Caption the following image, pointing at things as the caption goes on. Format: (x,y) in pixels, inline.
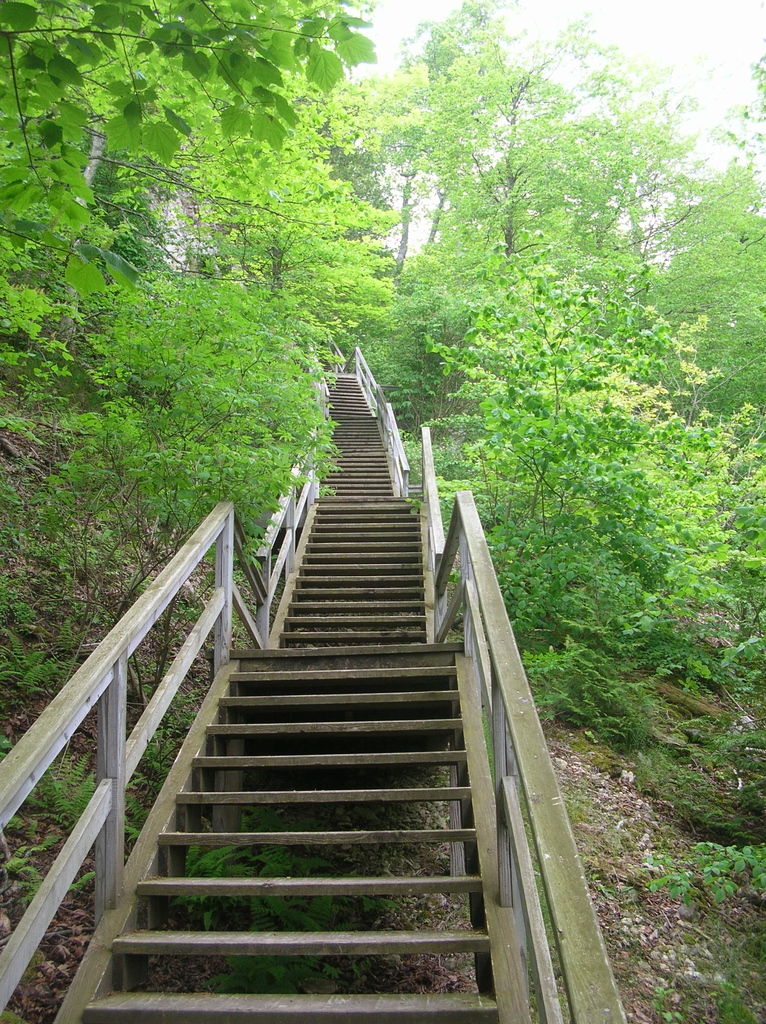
In the center of the image (501,629) we can see the stairs (372,792). Image also consists of many trees (568,323).
